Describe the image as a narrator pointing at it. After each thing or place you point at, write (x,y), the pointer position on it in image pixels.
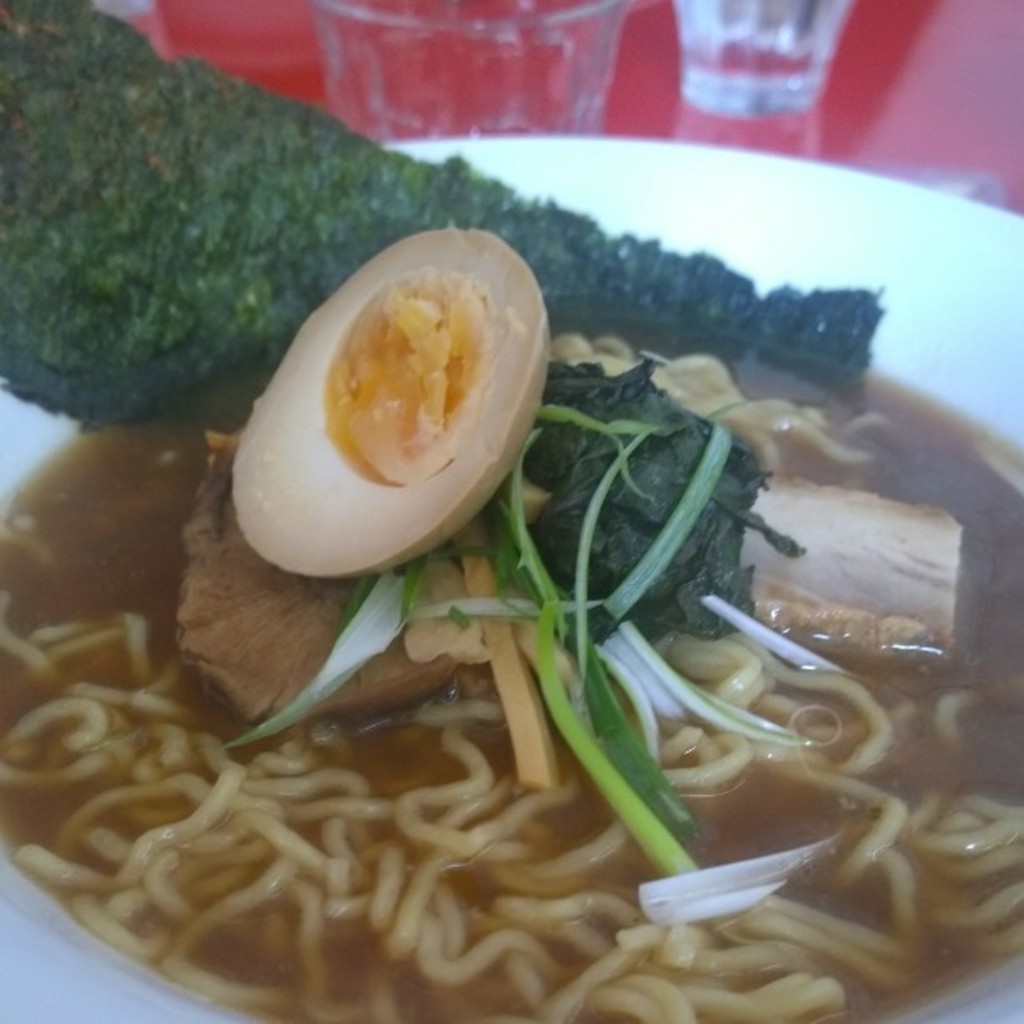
In this picture we can observe some food (399,508) placed in this white color bowl (33,1014). There are noodles (174,741), egg (342,453) and green color vegetables (159,239) placed in this bowl (769,262). There are some glasses (423,88) on the red color table (973,129).
